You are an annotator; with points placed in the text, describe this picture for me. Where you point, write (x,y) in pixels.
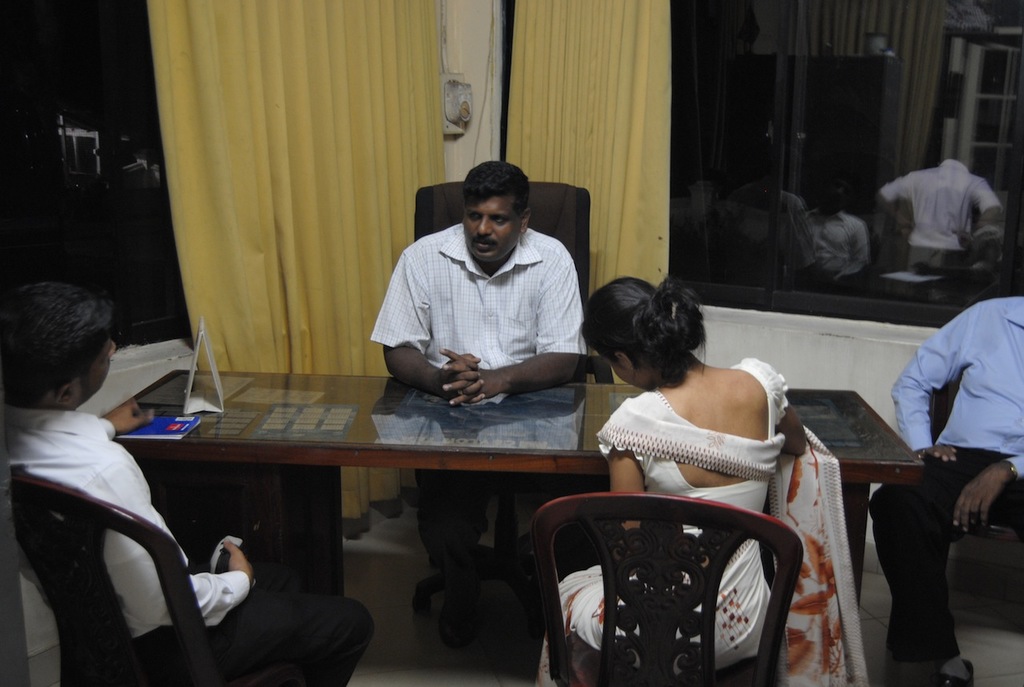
In this picture there is a room (686,616). In this room (291,424), there is a table (400,400). On either side of the table (226,438) there are some people (626,459) sitting here in the chairs (635,533). There is a woman (651,473). In the background (628,147) we can observe curtains (323,113) and a glass (789,203) here.
